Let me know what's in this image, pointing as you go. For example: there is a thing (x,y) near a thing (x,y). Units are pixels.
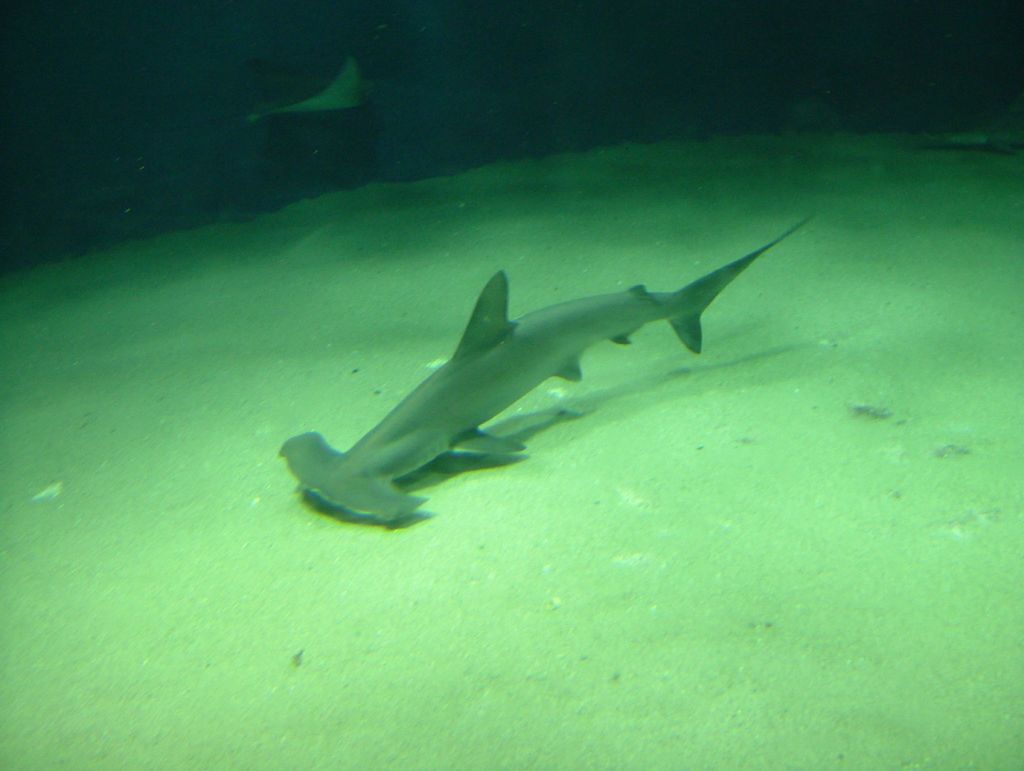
In this image I can see a fish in the water (19,143) and I can see green color floor (581,508) and background (7,14) is in black color.
